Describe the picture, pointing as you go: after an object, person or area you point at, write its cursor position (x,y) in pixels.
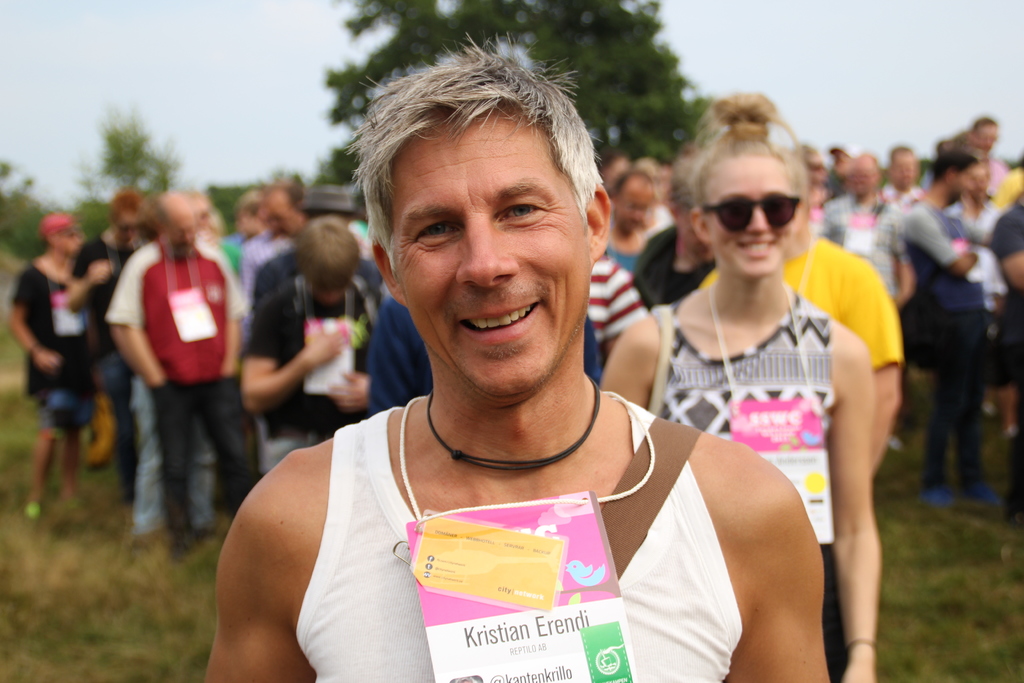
In this image we can see a person (637,565) with a tag (531,607). In the background of the image (44,355) there are some people (630,205), trees (579,29), grass (16,611) and the sky (317,132).
